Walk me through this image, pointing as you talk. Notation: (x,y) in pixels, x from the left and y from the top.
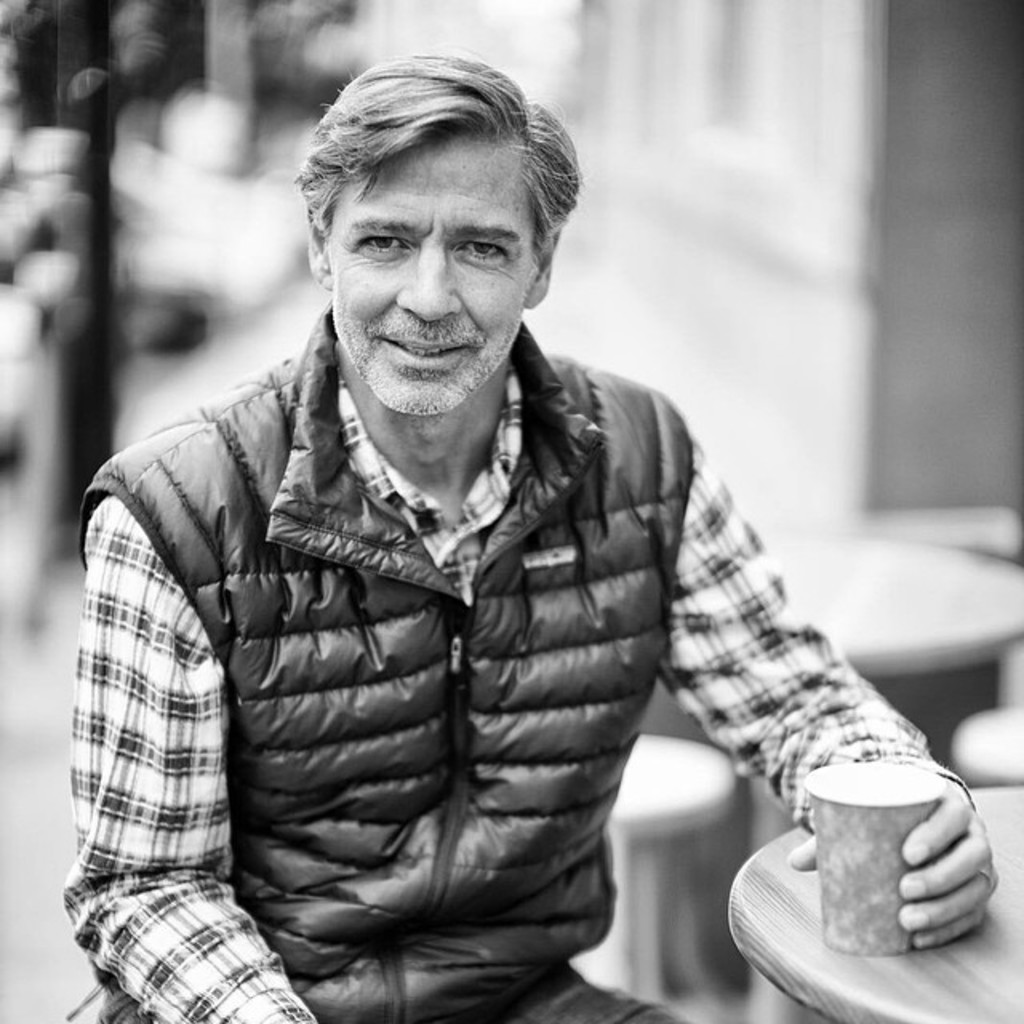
In the picture I can see a person (399,507) wearing a jacket (362,537) is sitting and holding a glass (881,813) in his hand (919,859) which is placed on the table (1009,859) in the right corner (891,788).
